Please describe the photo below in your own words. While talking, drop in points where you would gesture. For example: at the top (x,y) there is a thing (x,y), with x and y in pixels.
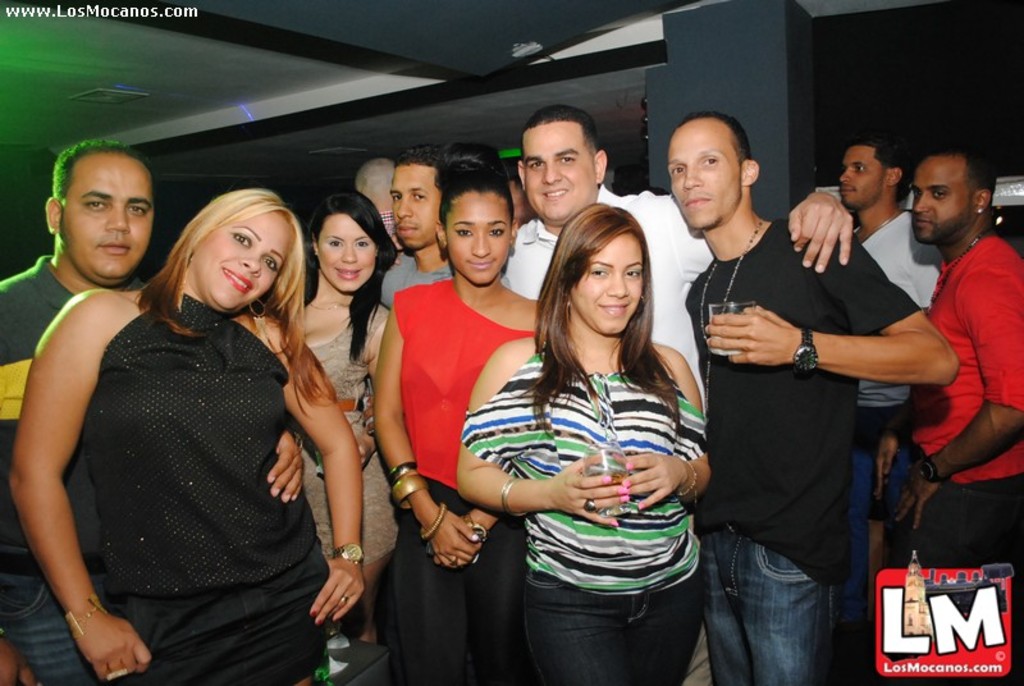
In this image I can see in the middle (628,414) a woman (639,405) is standing by holding the wine glass (623,475), beside her there is a man (815,380) also holding the wine glass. Around him a group of people (382,307) are standing, in the right hand (1003,589) bottom side there is the logo (970,606) and in the left hand side (35,18) top there is the water mark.
